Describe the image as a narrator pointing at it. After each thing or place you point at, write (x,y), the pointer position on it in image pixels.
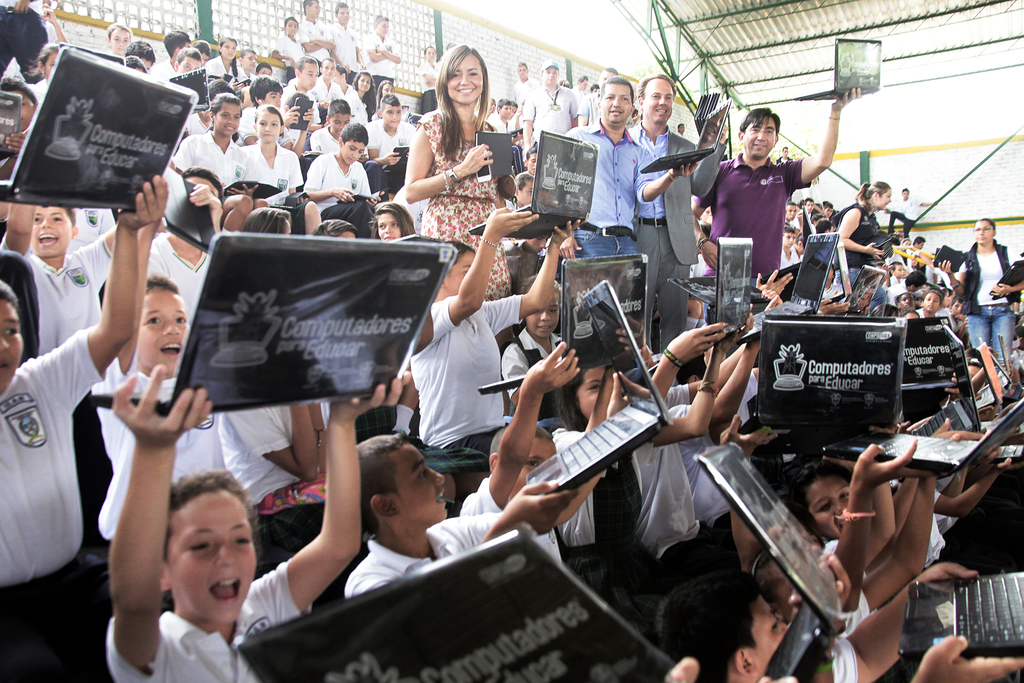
In this picture, we see children (564,427) are sitting. Most of them are holding the laptops (349,263) and the tablets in their hands (554,232). In the middle of the picture (590,230), we see four people (772,193) are standing and all of them are holding the devices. In the background (307,31), we see the boys (309,39) are standing. Behind them, we see the fence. At the top (822,90), we see the roof (714,7).
